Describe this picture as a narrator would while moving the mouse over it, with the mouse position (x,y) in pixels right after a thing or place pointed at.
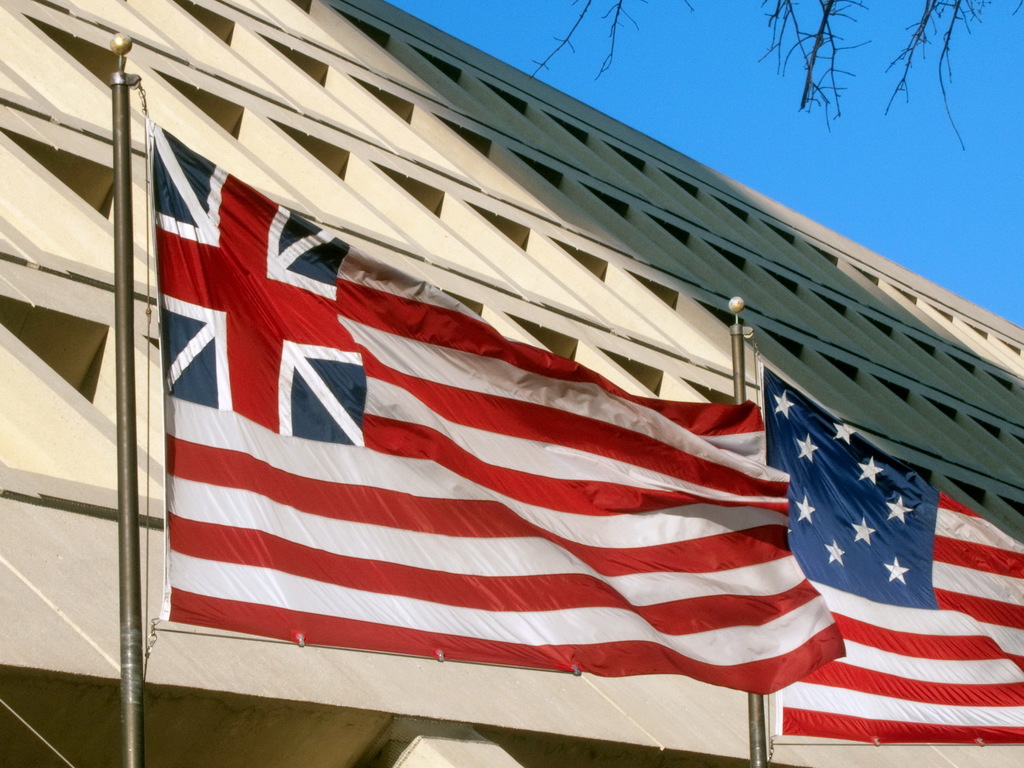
In this picture there are two poles (738,309) with the flags (429,376) at the bottom (856,606). In the background (597,188) there is a building (716,210). On the top right (723,94) there is a sky (752,112) and tree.
